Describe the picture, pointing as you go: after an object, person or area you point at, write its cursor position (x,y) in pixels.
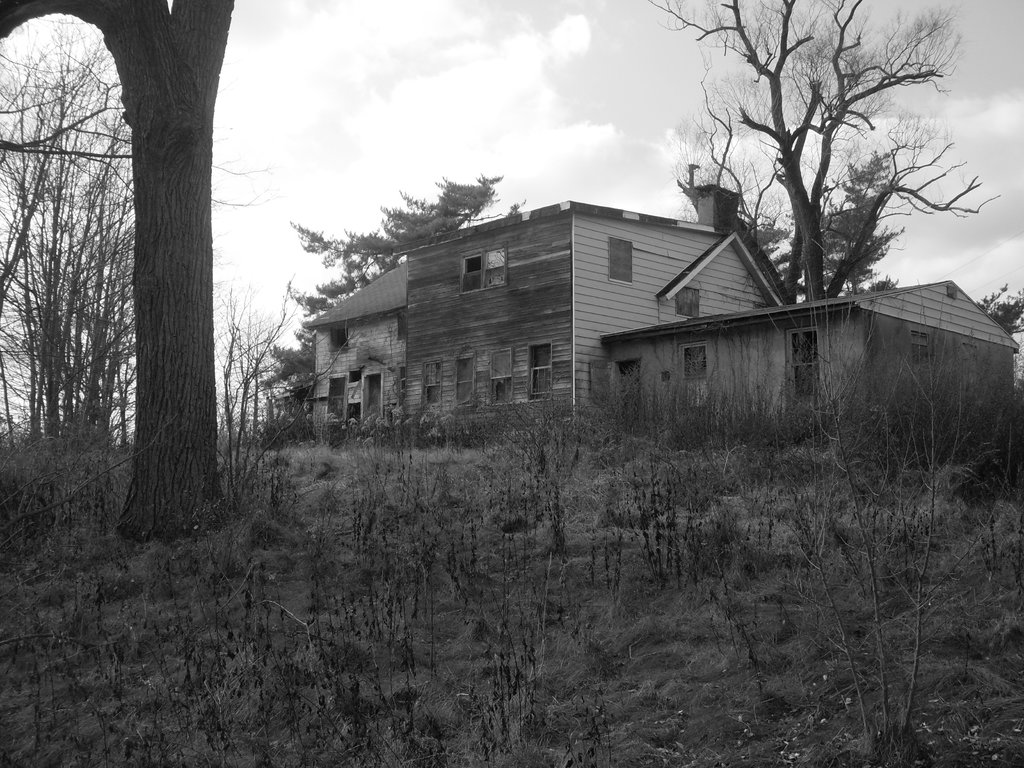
This is a black and white image and here we can see houses (347,337) and trees (813,229). At the bottom (481,615), there is ground (351,641) covered with plants (518,536) and at the top (510,91), there are clouds (509,89) in the sky (490,115).
